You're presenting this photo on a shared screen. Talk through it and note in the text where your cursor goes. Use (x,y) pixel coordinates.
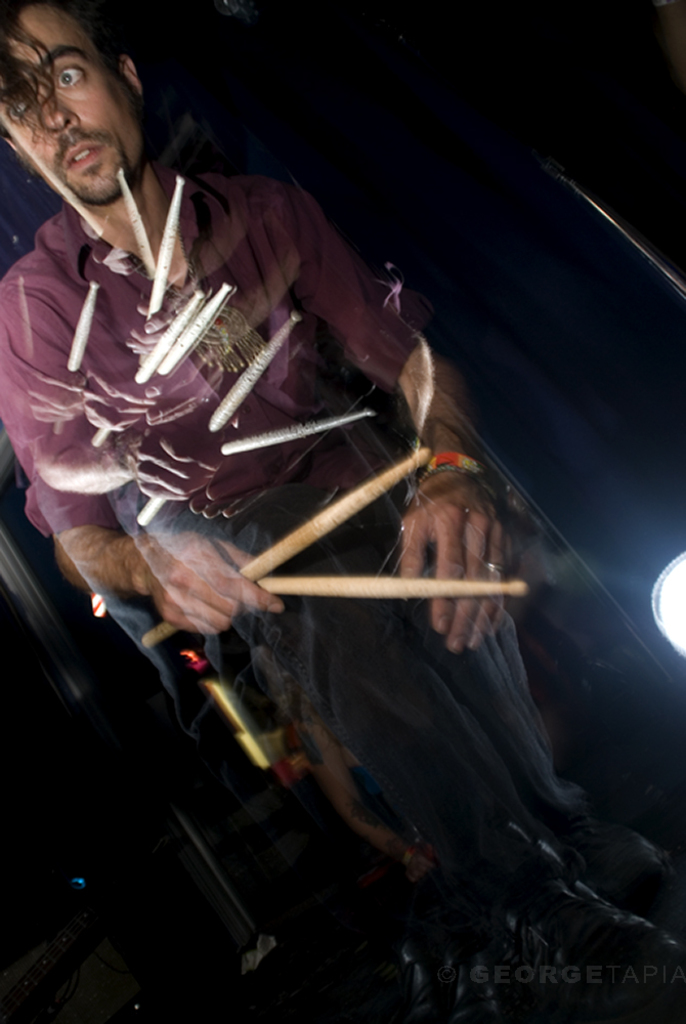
In this picture we can see a man (256,655), he is holding sticks (450,588), beside to him we can find a light (669,566).
